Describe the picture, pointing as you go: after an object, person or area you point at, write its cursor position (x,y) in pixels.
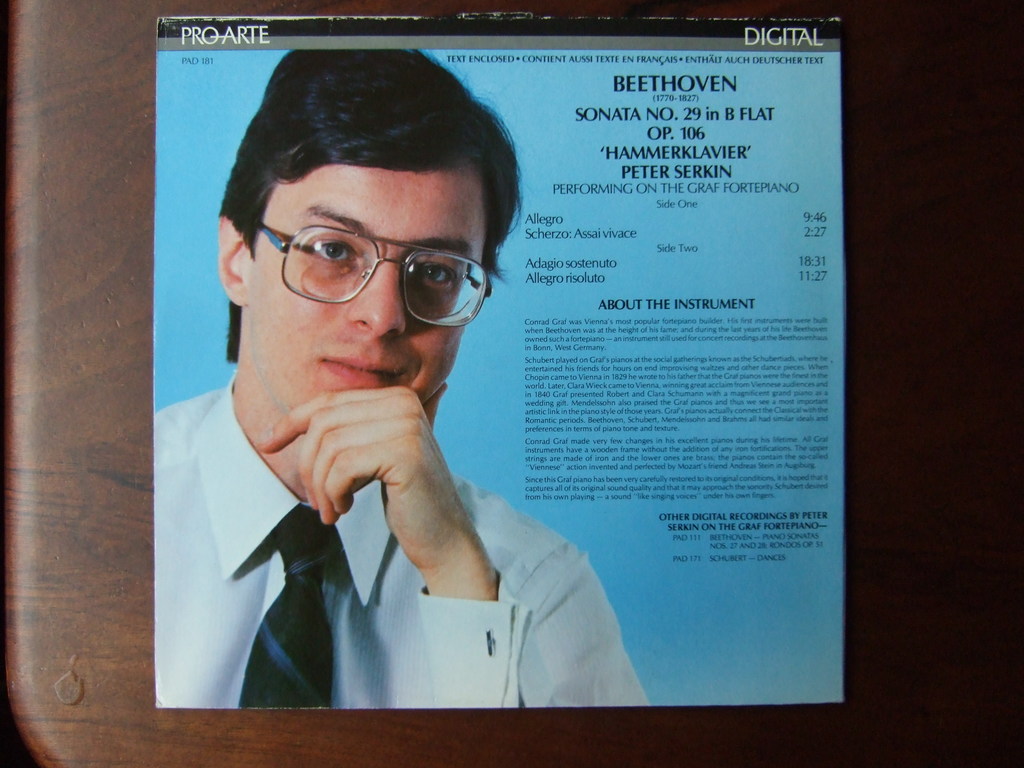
In this image I can see a paper (795,371) on the brown color surface (91,289). In the paper (282,580) I can see a person (423,556) wearing white shirt (498,556), black tie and I can see something written on the paper (591,433) and the paper (582,399) is in blue color.
